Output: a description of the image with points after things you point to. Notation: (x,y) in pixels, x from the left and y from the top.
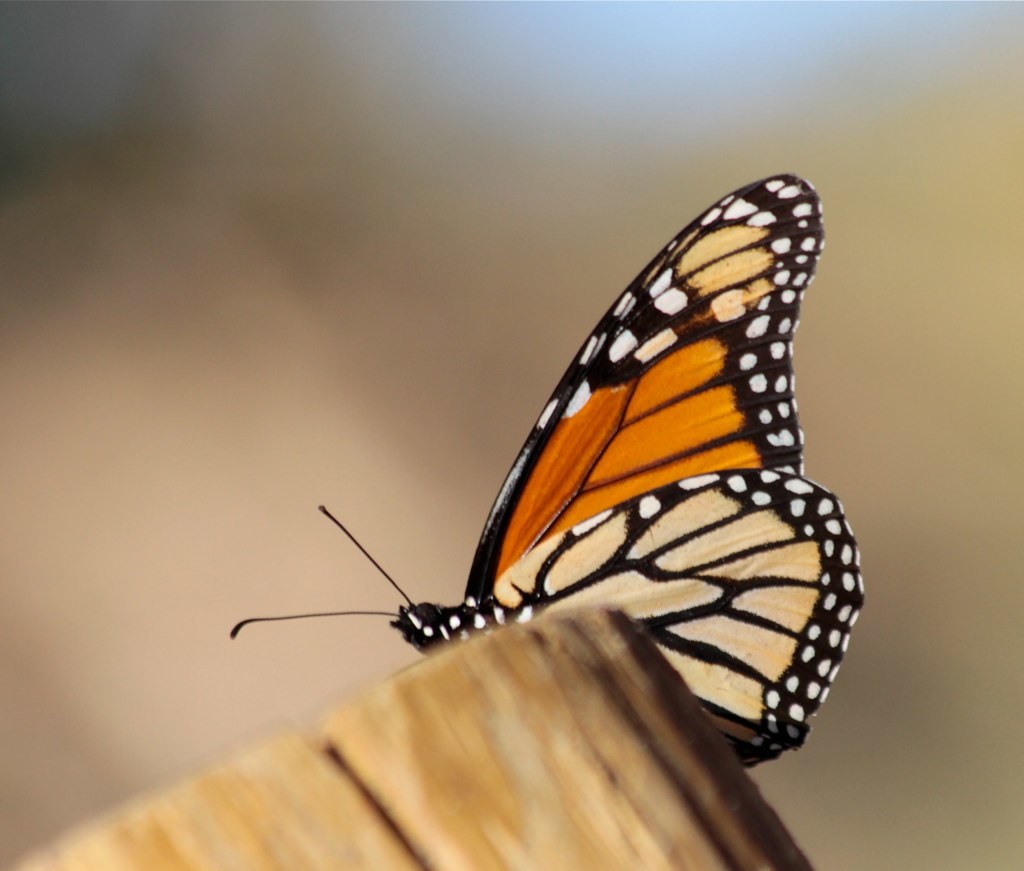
In the center of the image (604,462) we can see a butterfly (651,589) on the wooden log (585,694).
